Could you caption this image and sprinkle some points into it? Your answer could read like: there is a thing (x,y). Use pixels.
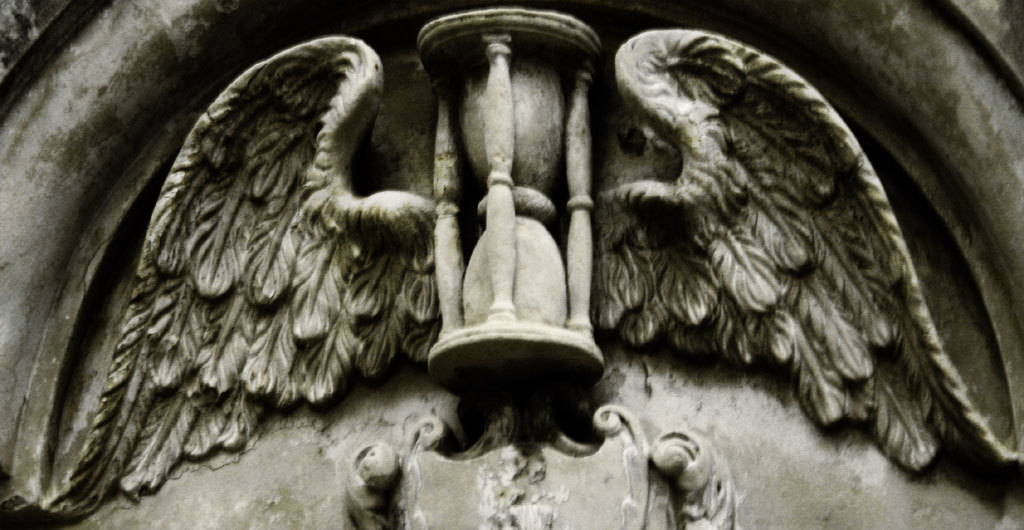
In the image we can see a sculpture (337,120).
